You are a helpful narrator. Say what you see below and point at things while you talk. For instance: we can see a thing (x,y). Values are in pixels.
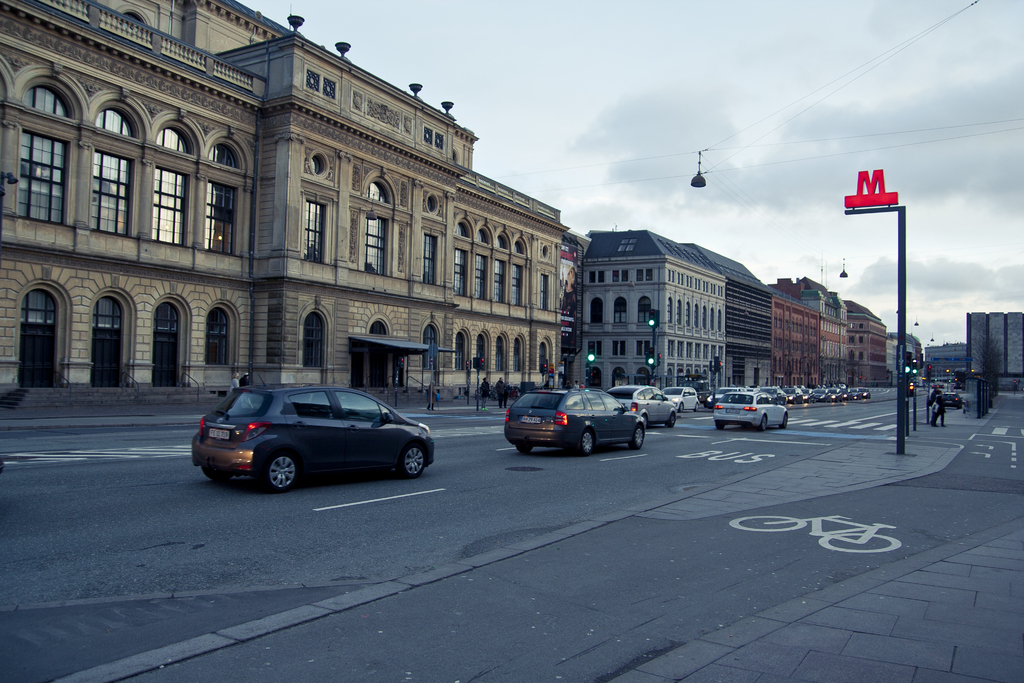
In this image there are cars (803,396) on a road (338,554) and there is a pole (902,265), in the background (492,383) there are people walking on a footpath (202,404), and there are buildings (878,334) and the sky (644,125).
